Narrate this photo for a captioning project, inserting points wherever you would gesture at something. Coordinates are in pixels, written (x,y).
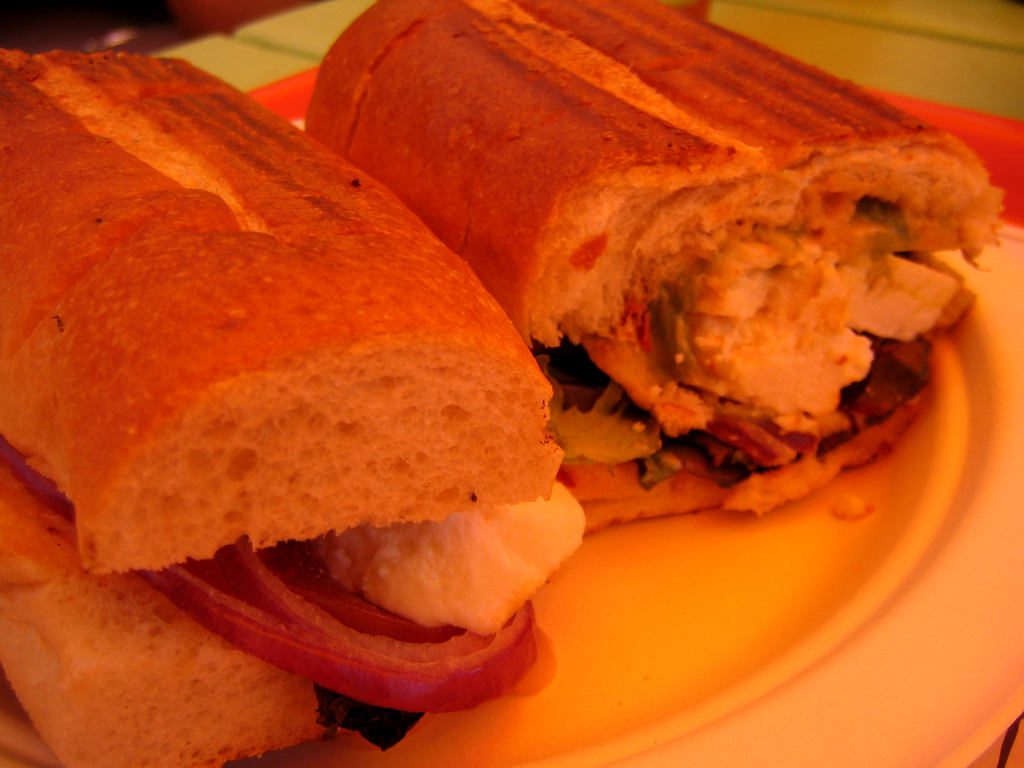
In this image we can see a plate (829,732) on which there is some item (567,381).
